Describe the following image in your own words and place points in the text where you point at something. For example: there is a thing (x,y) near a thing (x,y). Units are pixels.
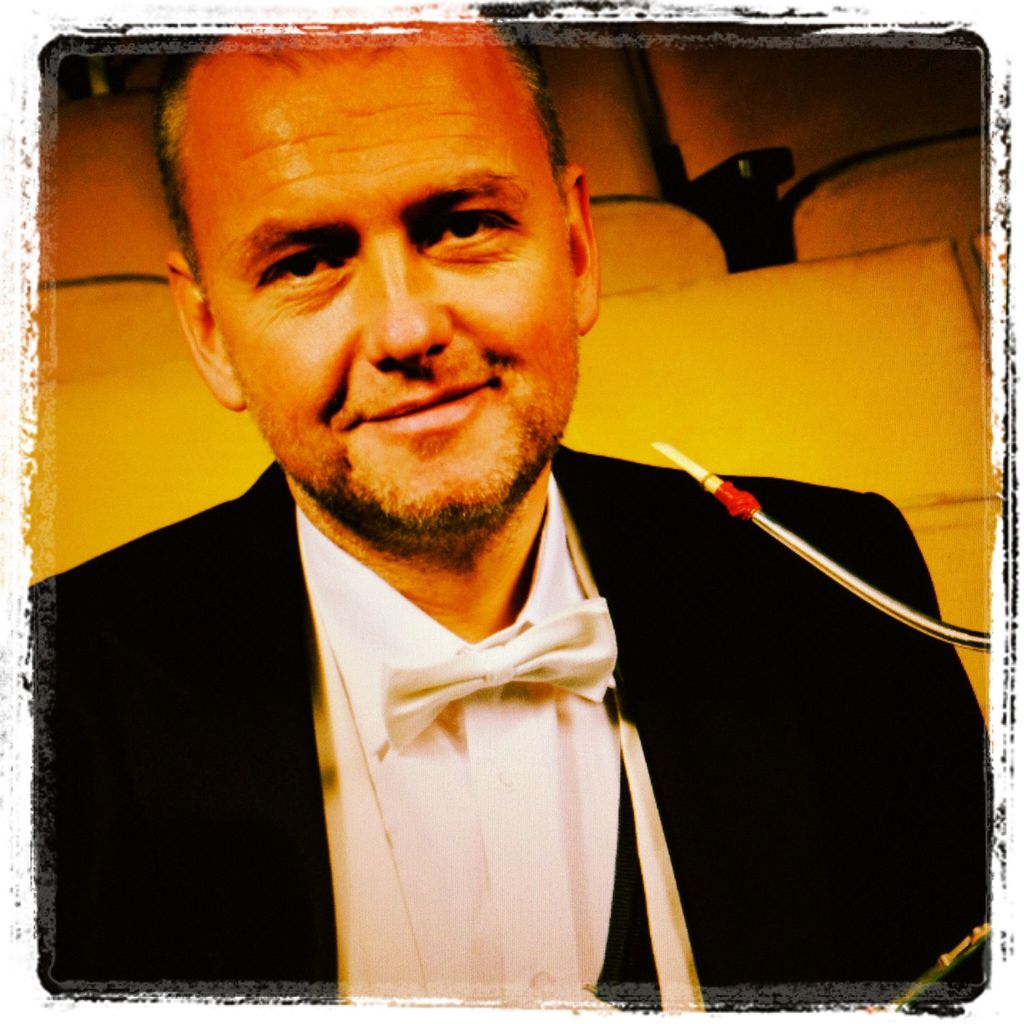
In this image I can see a person (464,440) wearing black colored blazer (704,666) and white colored shirt (458,764). I can see few chairs (822,347) in the background (702,325).
